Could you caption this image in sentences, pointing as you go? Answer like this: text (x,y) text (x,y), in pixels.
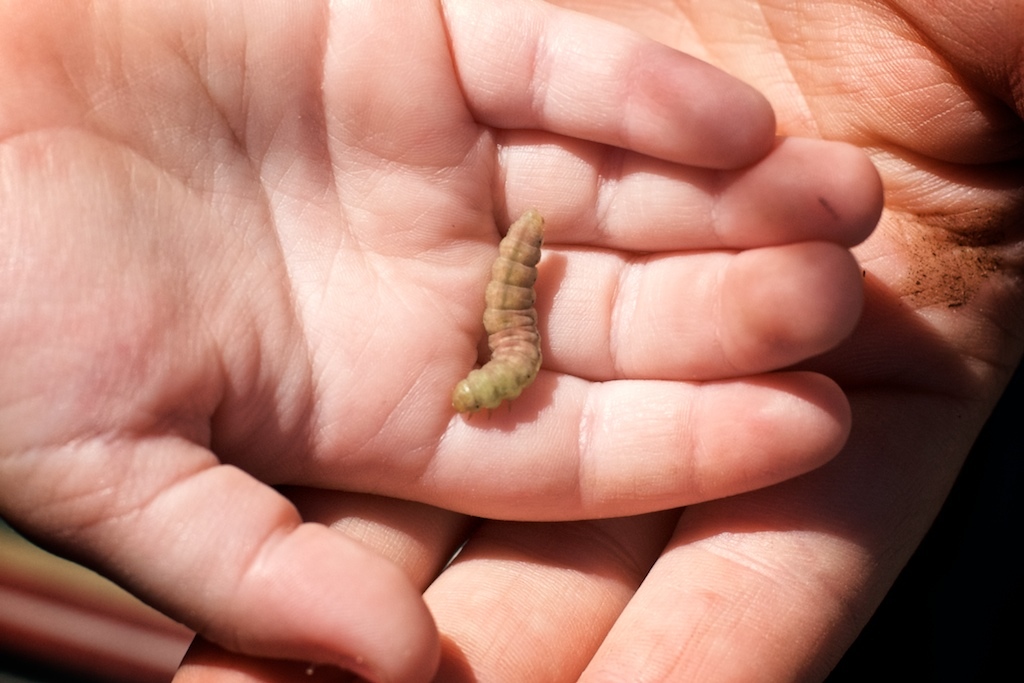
In this image there is a small worm (489,322) in the hand (476,309). Beside the hand (497,426) there is another big hand (859,425).
